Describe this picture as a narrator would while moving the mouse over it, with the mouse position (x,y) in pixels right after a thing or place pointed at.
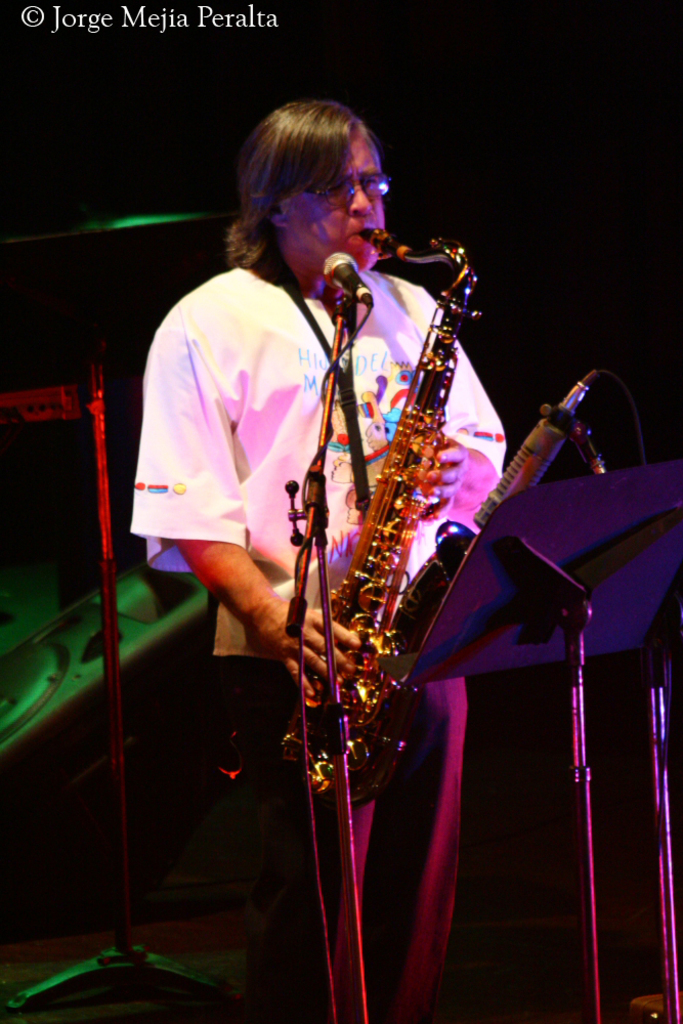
In this image I can see the person (275,388) playing the musical instrument (418,497). In-front of the person (403,358) I can see the mics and the stand (506,602). I can see the black background (521,692).
